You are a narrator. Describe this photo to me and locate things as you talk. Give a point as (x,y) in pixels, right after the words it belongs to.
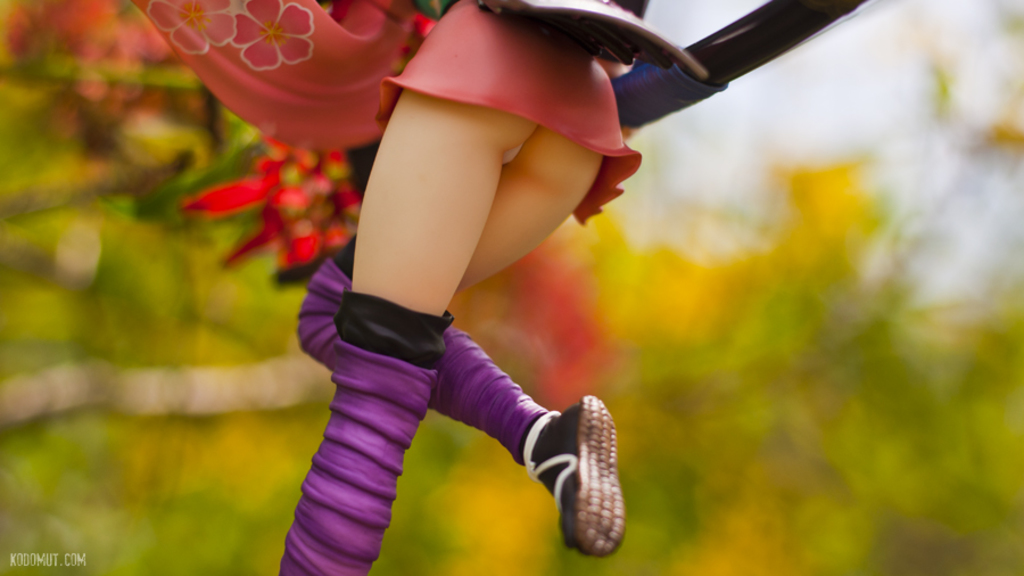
In this image there is a figurine (437,222) wearing pink dress (364,101) and purple boots (389,446). In the background (452,424) there are trees (748,401). The background (801,371) is blurry.
